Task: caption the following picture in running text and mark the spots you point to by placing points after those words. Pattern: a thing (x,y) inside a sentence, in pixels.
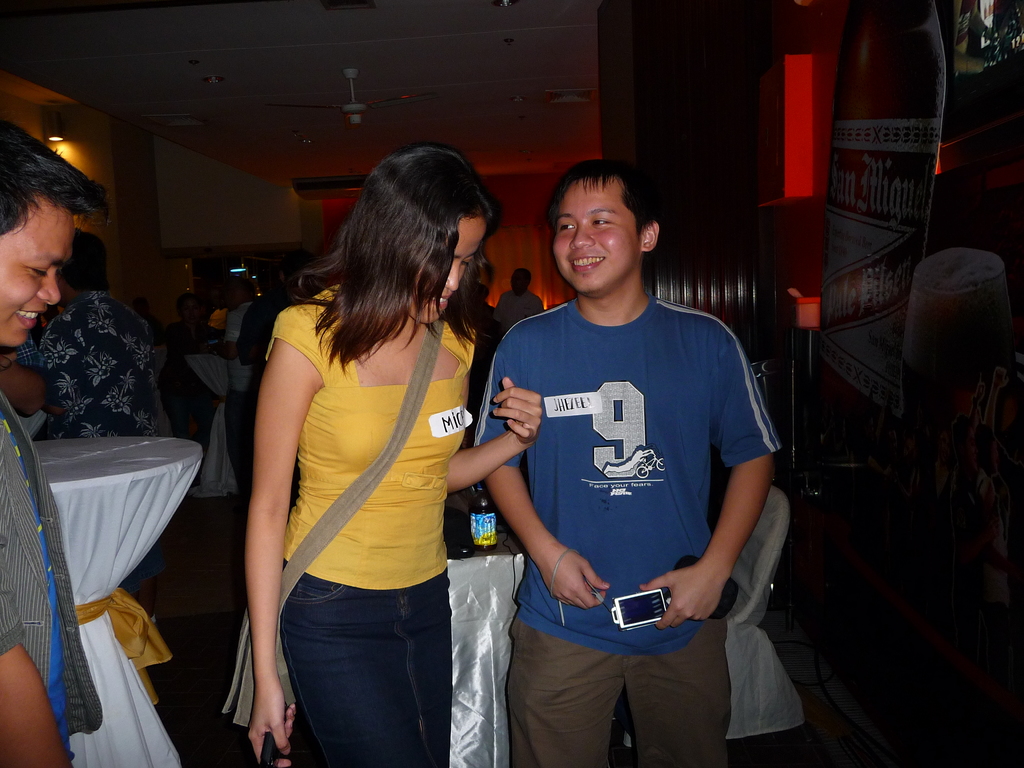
In this image I can see group of people (383,490) standing. In front (736,487) the person (692,487) is wearing blue and brown color dress (605,459) and the person (447,438) at left (328,509) is yellow color shirt (432,429). In the background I can see few lights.
